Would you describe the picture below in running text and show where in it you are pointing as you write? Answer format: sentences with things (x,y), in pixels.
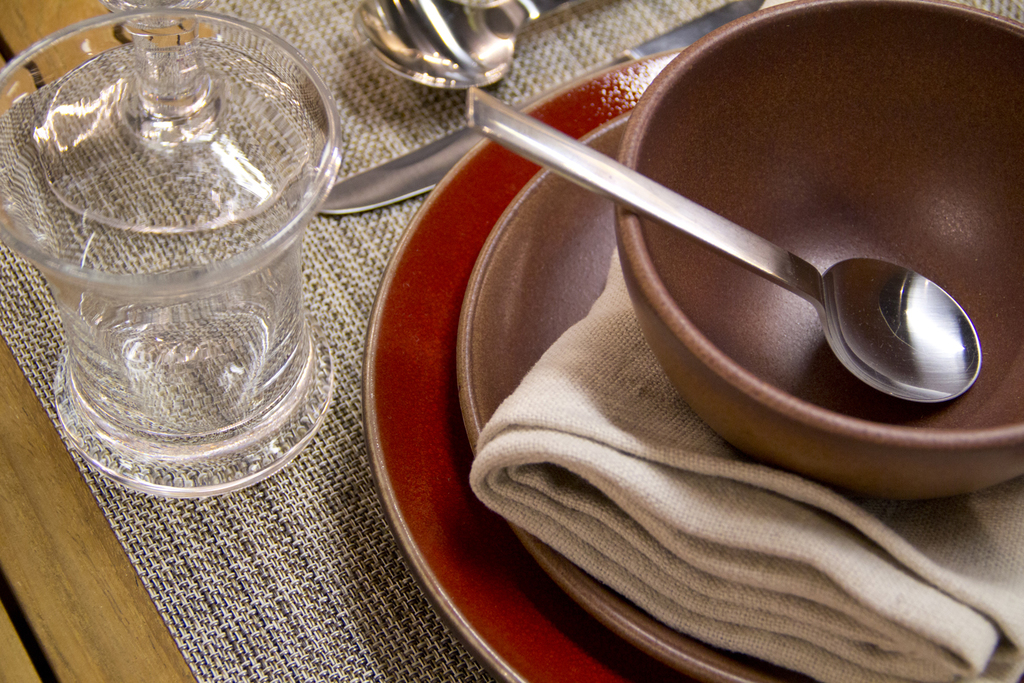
In this image I can see on the left side (281,175) there is a glass jar (264,174). On the right side (857,287) there is a spoon (846,261) in a bowl (999,324), at the top (453,4) I can see a knife (405,187) and a spoon (402,69).
